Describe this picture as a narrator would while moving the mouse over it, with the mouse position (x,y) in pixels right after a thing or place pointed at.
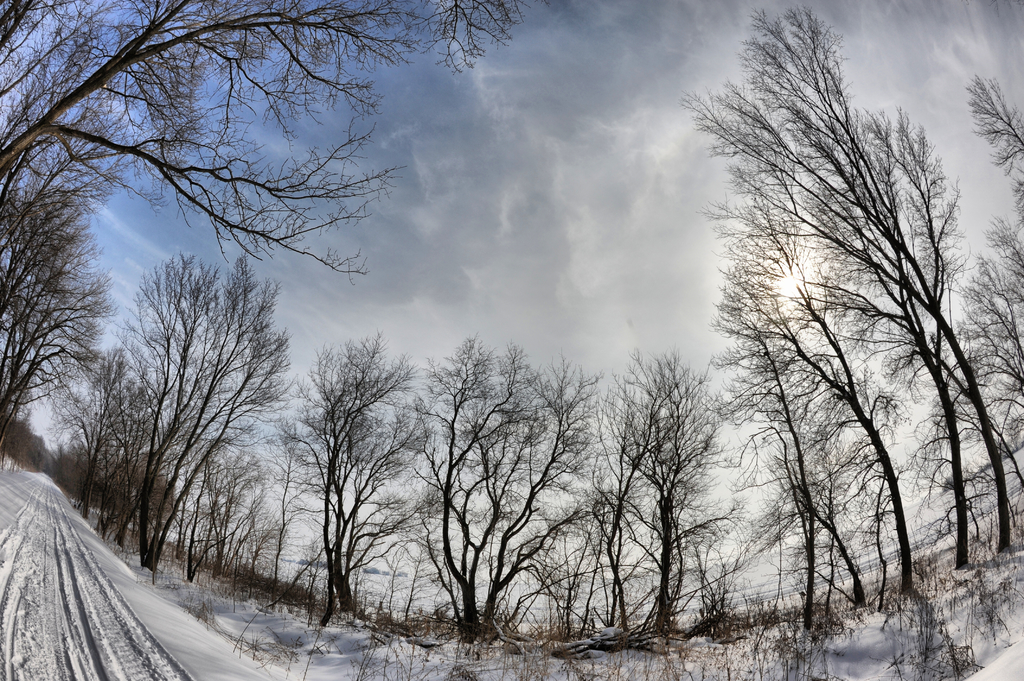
In the picture we can see a snow surface (124,553) and on the two sides of the snow surface (194,657) we can see full of trees (86,495) which are dried and behind it we can see sky (506,263) with clouds (530,307).
